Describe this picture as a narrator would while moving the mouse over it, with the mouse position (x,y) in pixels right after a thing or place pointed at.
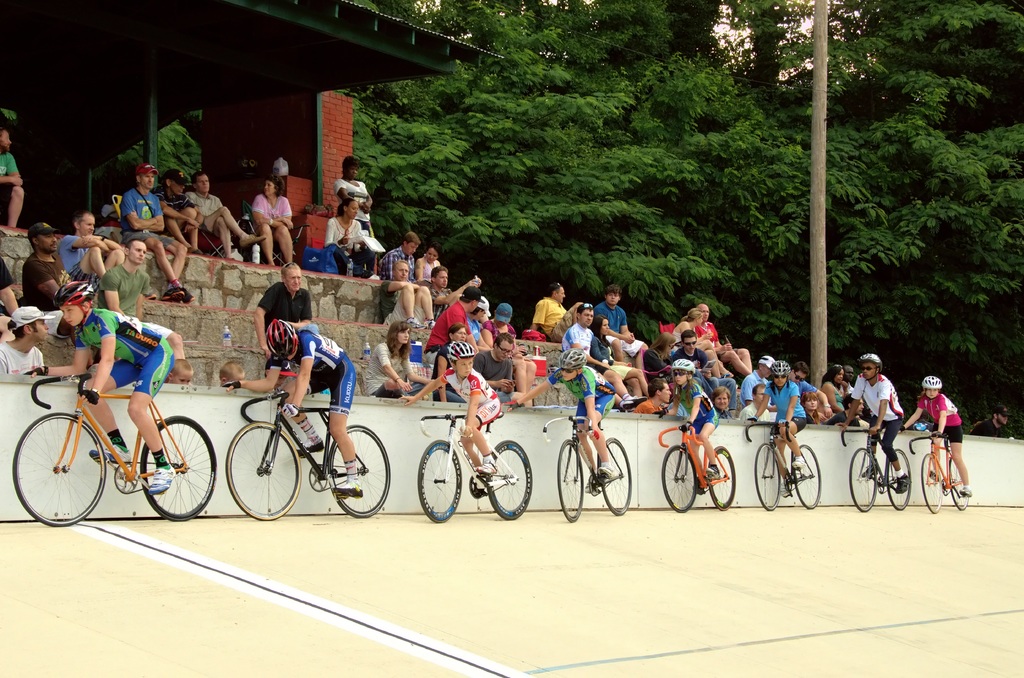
In this image i can see few people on bicycle (877,482), and in the background (588,295) i can see few people (407,313) sitting and trees (629,206).
